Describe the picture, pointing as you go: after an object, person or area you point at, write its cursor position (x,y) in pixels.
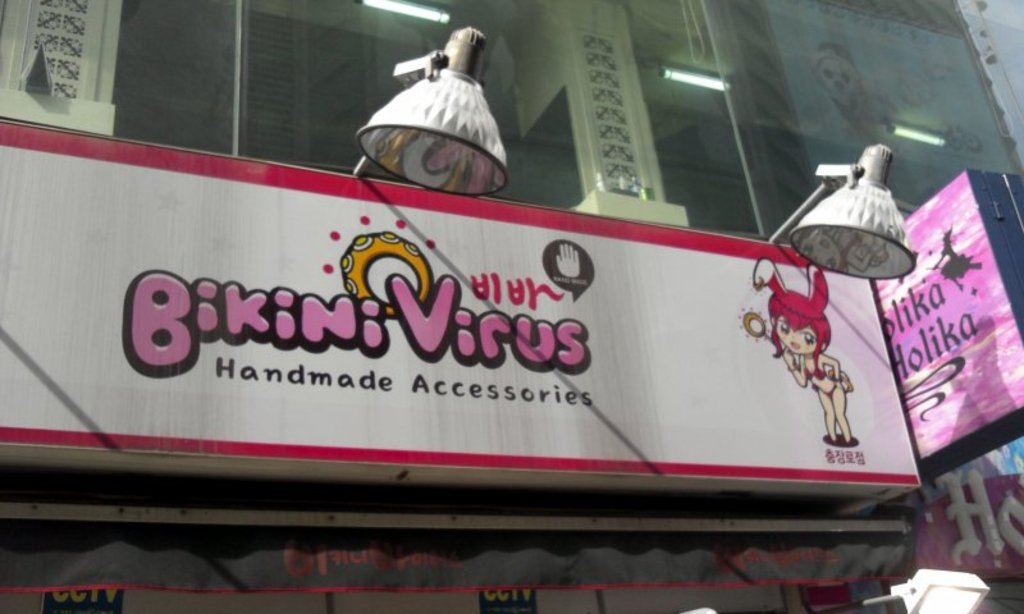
In the center of the image (444,214) there is a glass (648,77), lights (700,81), hanging lamps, boards (703,290) with some text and a few other objects (629,191).
